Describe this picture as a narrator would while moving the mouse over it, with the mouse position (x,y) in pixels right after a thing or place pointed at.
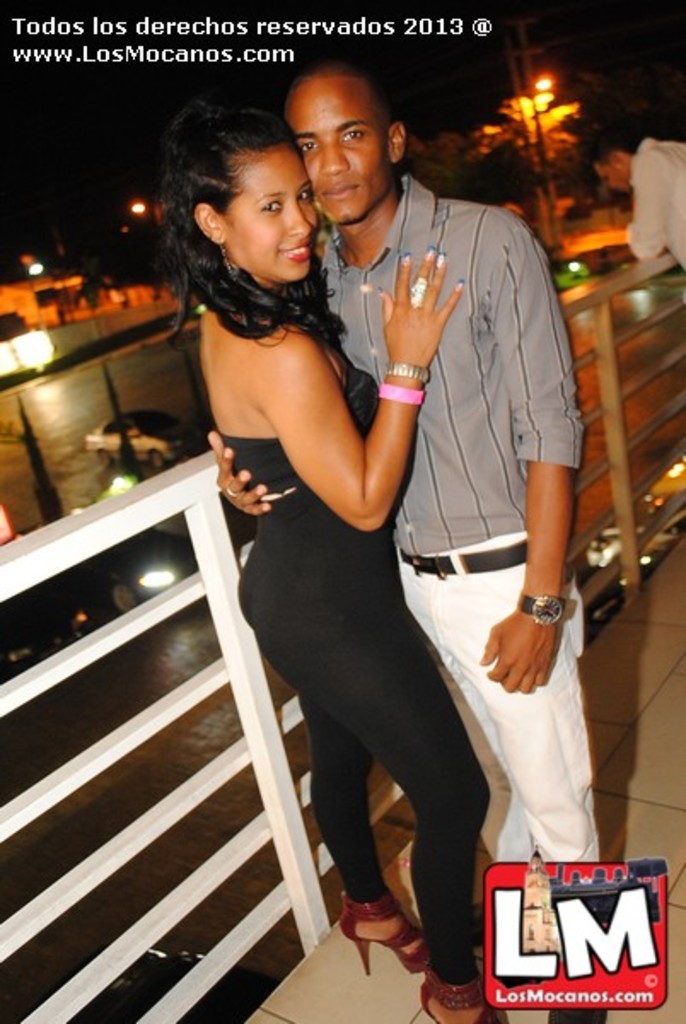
In this image we can see some persons (424,466) standing on the floor (325,976). One person (564,657) is wearing a wristwatch (544,619) on his hand (533,628). In the center of the image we can see a barricade (184,992). In the background (594,612), we can see group of vehicles (177,434) parked on the ground (585,382), a group of trees (516,114), light poles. In the bottom of the image (572,923) we can see a logo (572,947). In the top left side of the image (141,60) we can see some text (242,34).
